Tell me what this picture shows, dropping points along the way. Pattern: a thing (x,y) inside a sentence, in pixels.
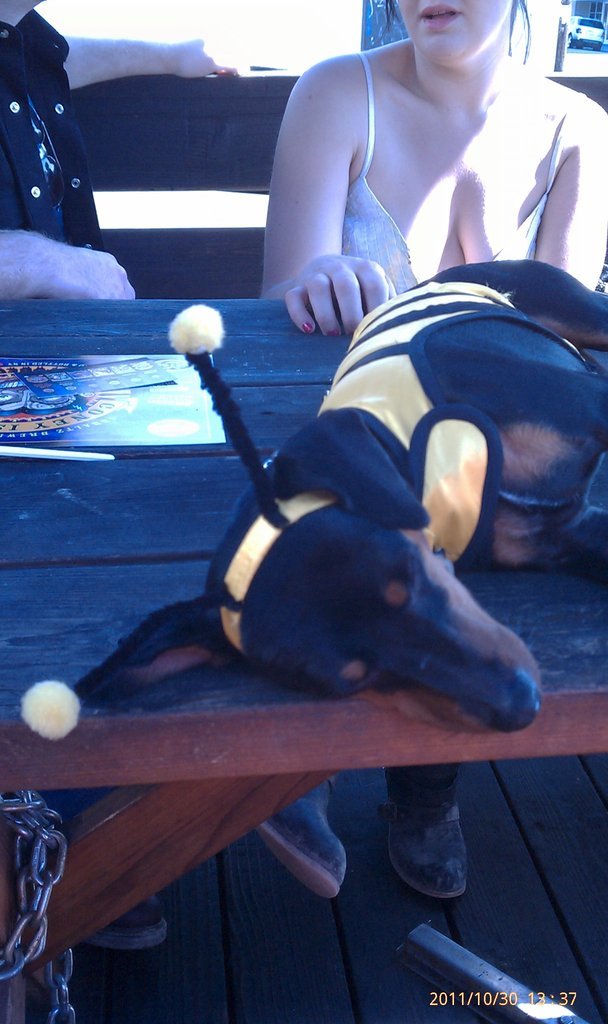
In this image I can see a dog (421,635) which is in black and brown color. The dog (337,526) is sleeping on the table (166,530). Back I can see a person (374,151) sitting.
